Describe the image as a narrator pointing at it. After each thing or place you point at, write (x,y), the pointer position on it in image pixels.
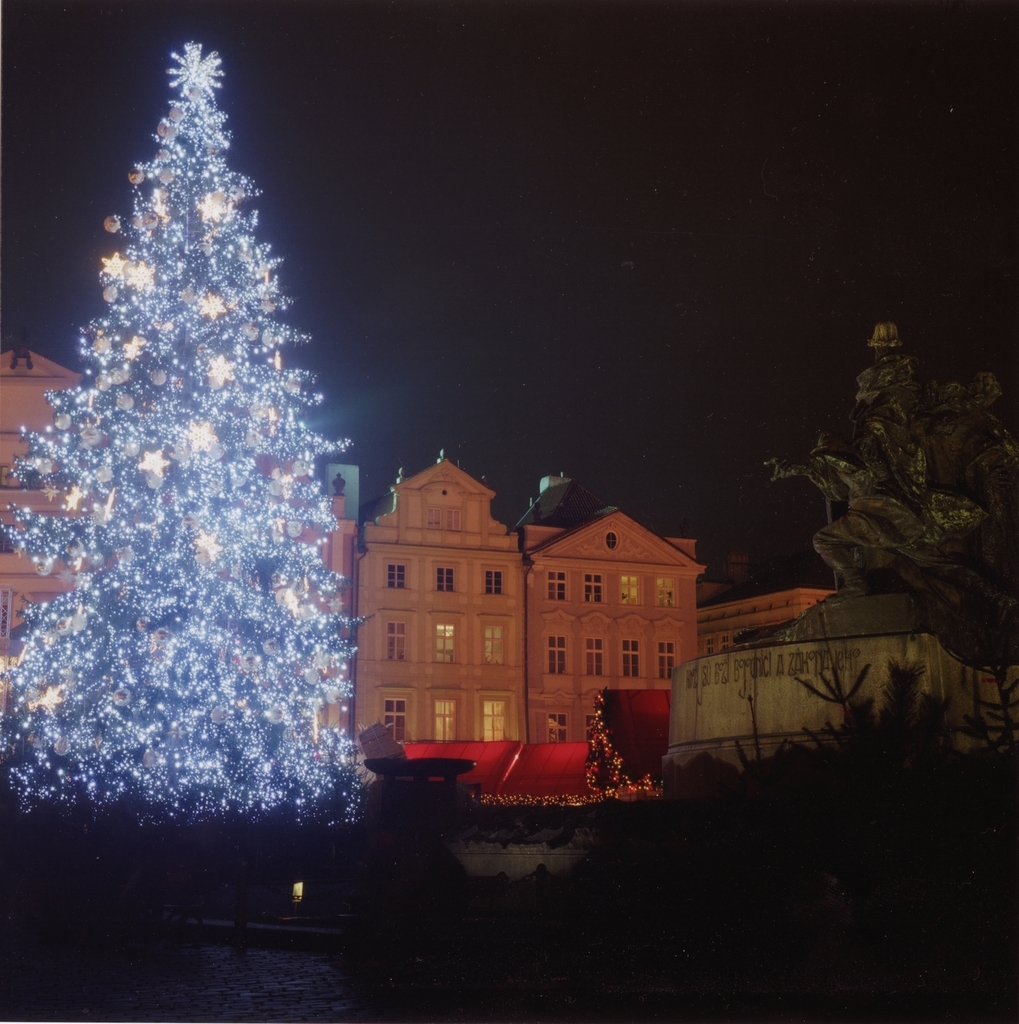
In this picture we can see few trees (220,660), buildings (576,617) and lights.
